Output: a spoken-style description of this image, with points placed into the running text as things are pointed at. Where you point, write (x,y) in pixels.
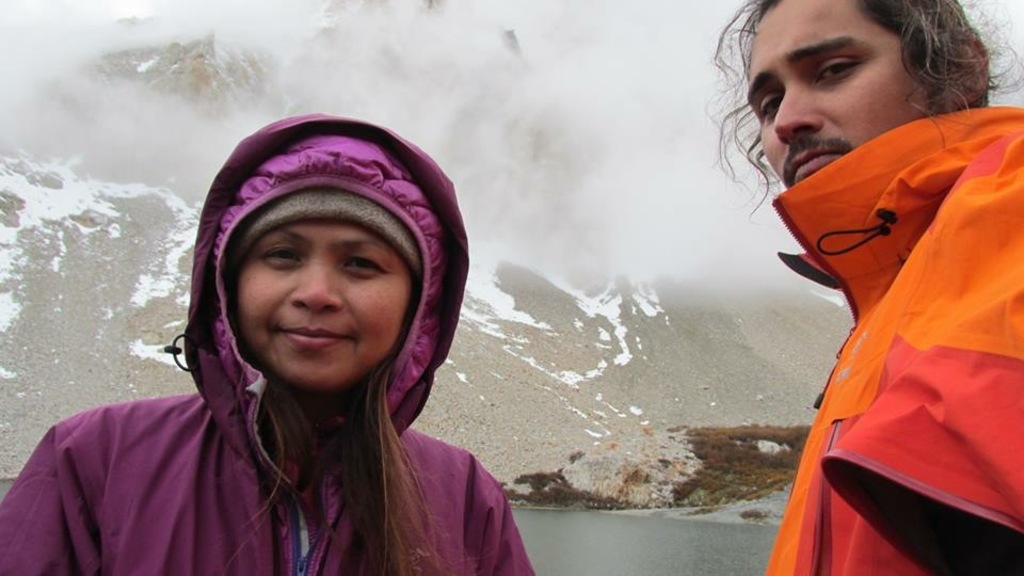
In this image I can see two people (386,535) wearing purple and orange color coat (947,224). Back I can see mountains (655,433), water (626,559) and fog (433,78).
